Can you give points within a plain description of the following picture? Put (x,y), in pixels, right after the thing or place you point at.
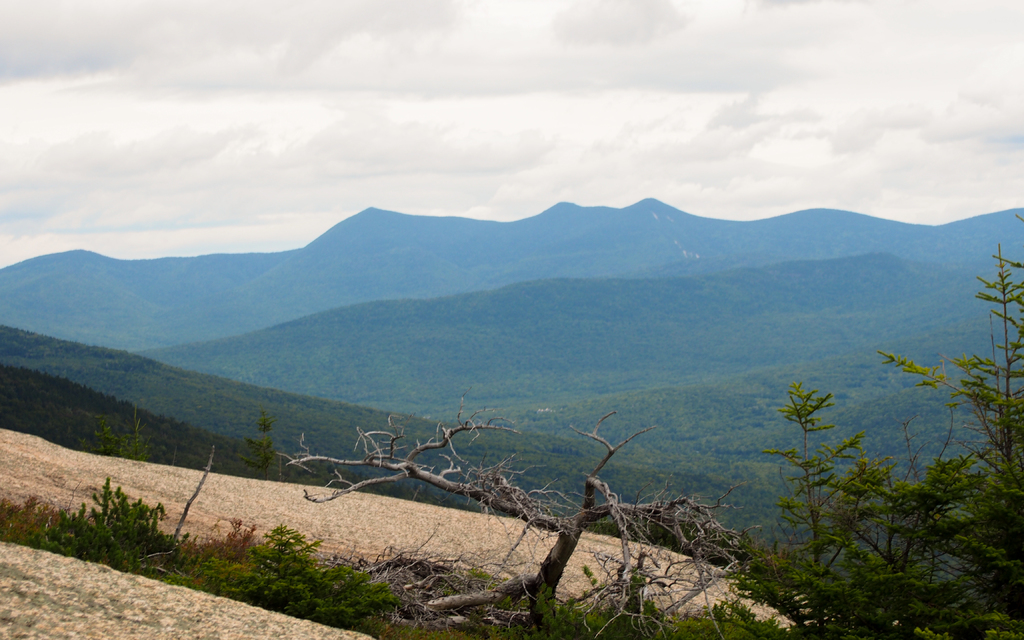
In this image there are mountains (460,298) and trees (43,359).
